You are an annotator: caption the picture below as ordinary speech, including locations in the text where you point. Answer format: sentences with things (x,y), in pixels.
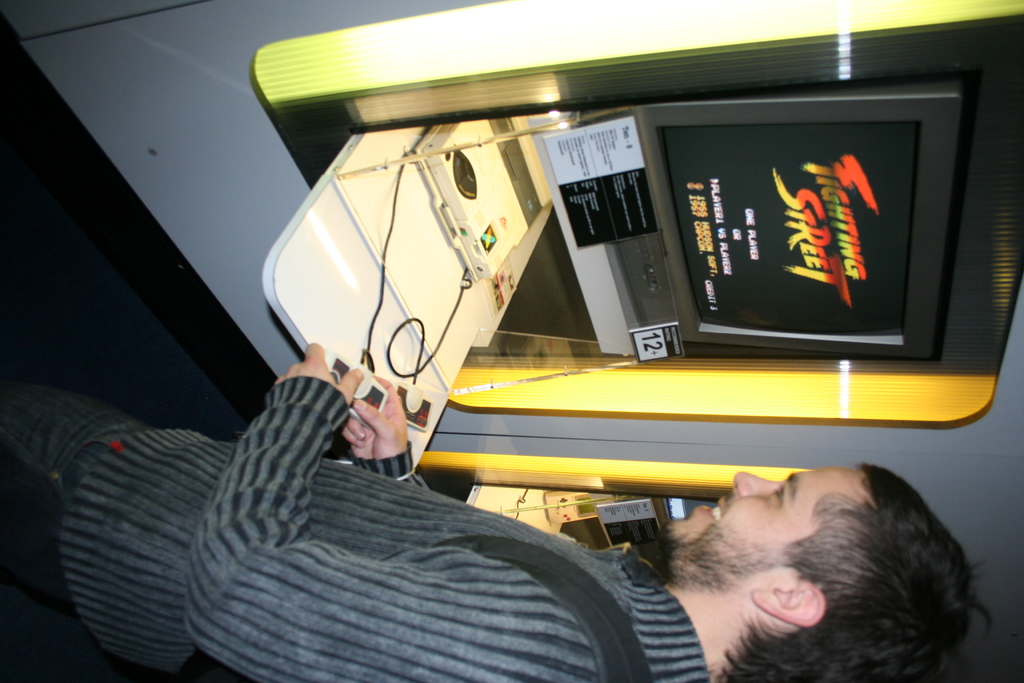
In this image I can see a person (396,484) standing and holding some object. There is a screen (756,196) attached to some object (609,293), there are boards (623,131) and there are some other objects (415,400).
